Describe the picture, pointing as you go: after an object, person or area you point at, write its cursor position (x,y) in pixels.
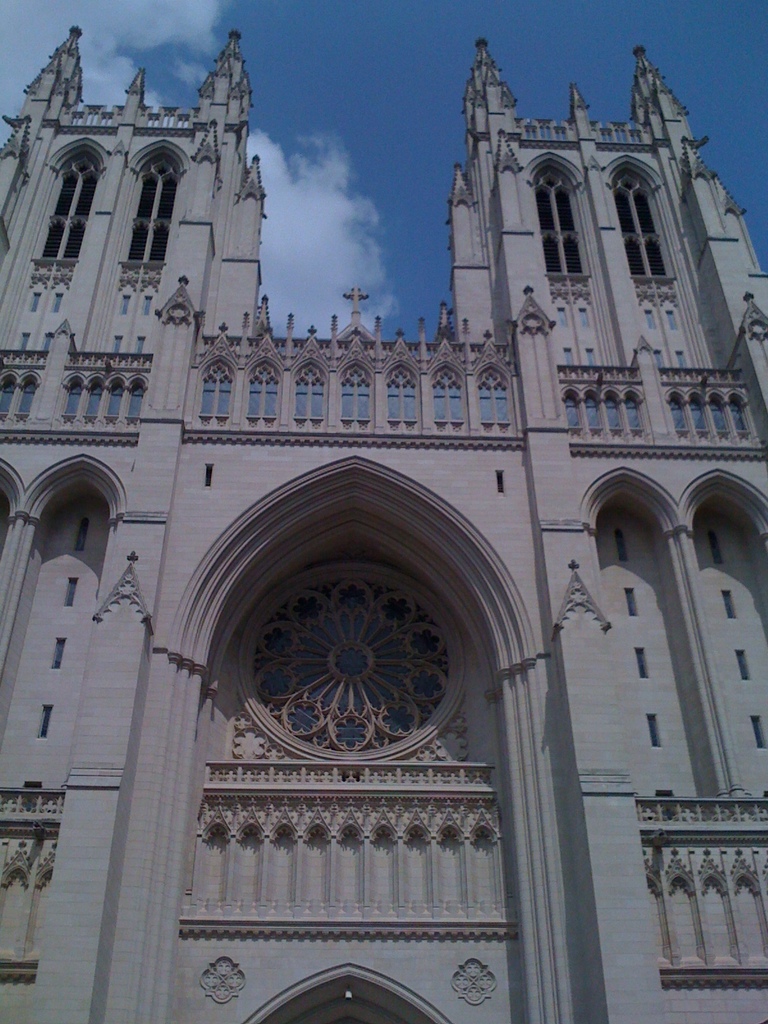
In this picture I can see a white color building (379,525) which has windows (334,696). In the background (419,233) I can see the sky (449,251).
